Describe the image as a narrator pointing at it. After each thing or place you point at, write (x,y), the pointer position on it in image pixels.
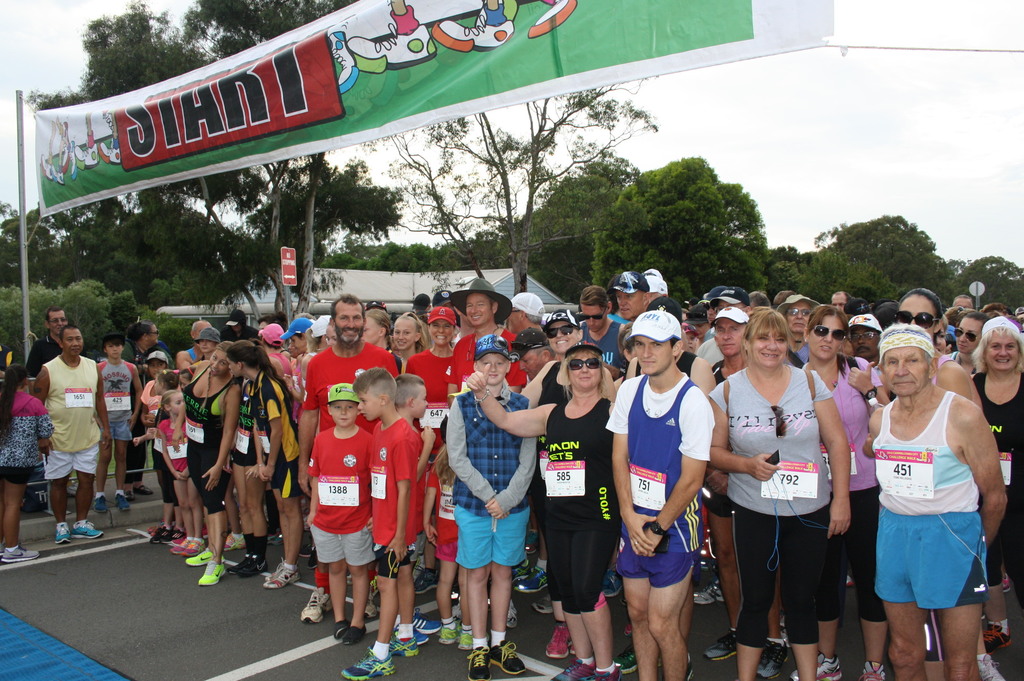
In this picture we can see some people (285,426) standing in the front (902,452), in the background (616,246) there are some trees (360,232), on the left side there is a pole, we can see a banner (208,138) and the sky (52,26) at the top of the picture (259,77), some of these people (995,358) wore caps (485,345).
